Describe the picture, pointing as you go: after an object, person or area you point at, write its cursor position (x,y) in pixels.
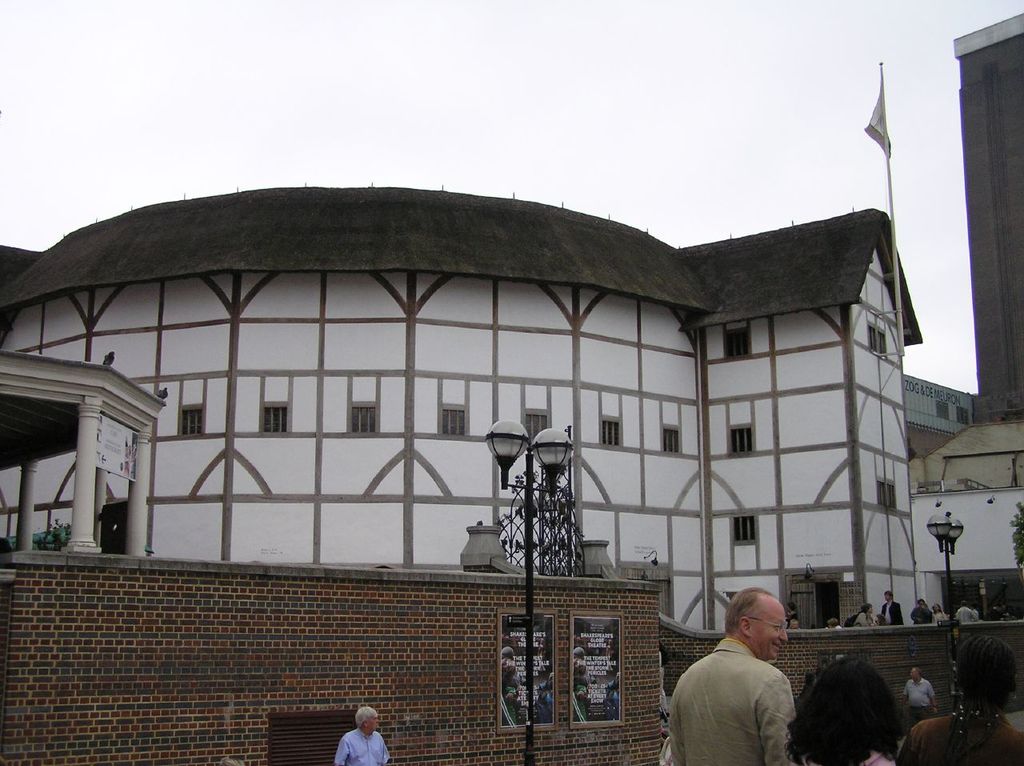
In this picture there are people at the bottom side of the image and there is a building (524,290) in the center of the image (596,423) and there is another building (1002,126) on the right side of the image (984,486), there are lamp poles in the image and there is a flag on the right side of the image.
